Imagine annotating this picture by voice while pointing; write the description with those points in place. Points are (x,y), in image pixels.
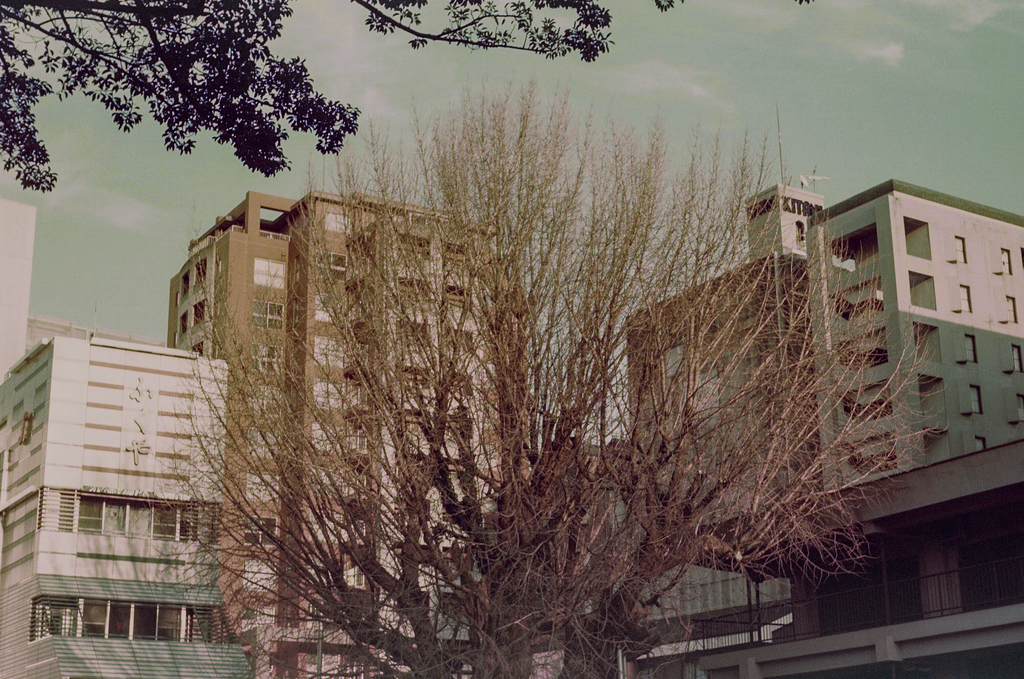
In this image I can see trees (396,611) in brown color, background (973,390) I can see few buildings (94,442) in brown and white color and the sky (723,89) is in green color.
